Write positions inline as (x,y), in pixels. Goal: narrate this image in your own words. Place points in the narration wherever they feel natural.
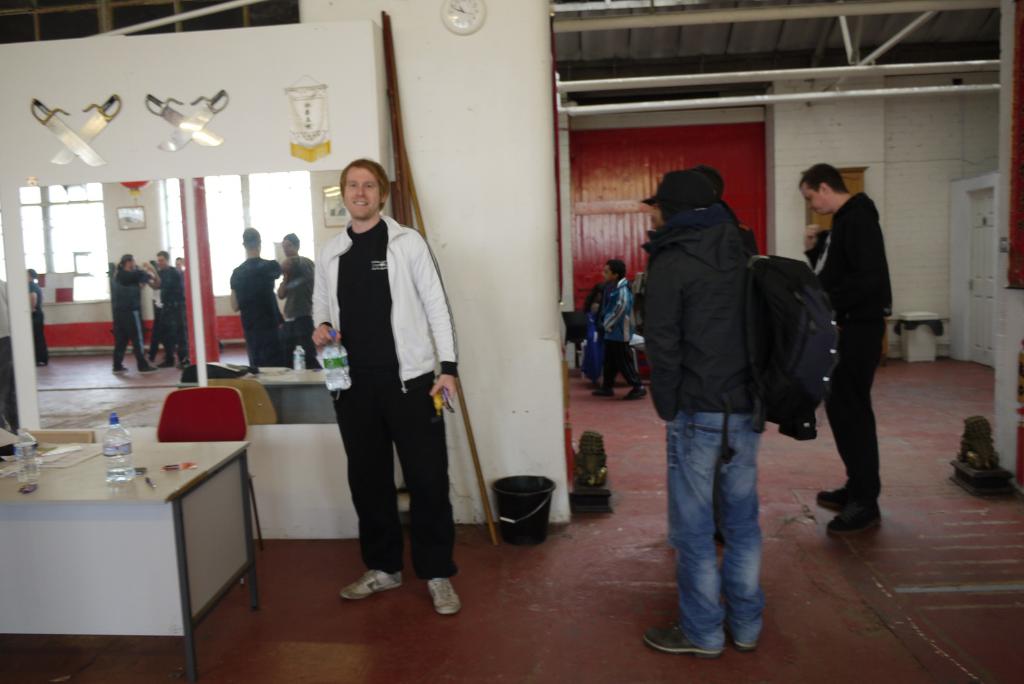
In this picture we can see a chair (187,425), bucket (528,481), statues (585,458), sticks (394,147), clock (448,2), swords (207,129), bottles (132,472), tables (220,538), papers (70,458), pens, door (990,243), windows (182,225), frames (335,216) and some objects (764,263) and a group of people (439,310) standing on the floor (812,549) and a person (688,571) walking.
